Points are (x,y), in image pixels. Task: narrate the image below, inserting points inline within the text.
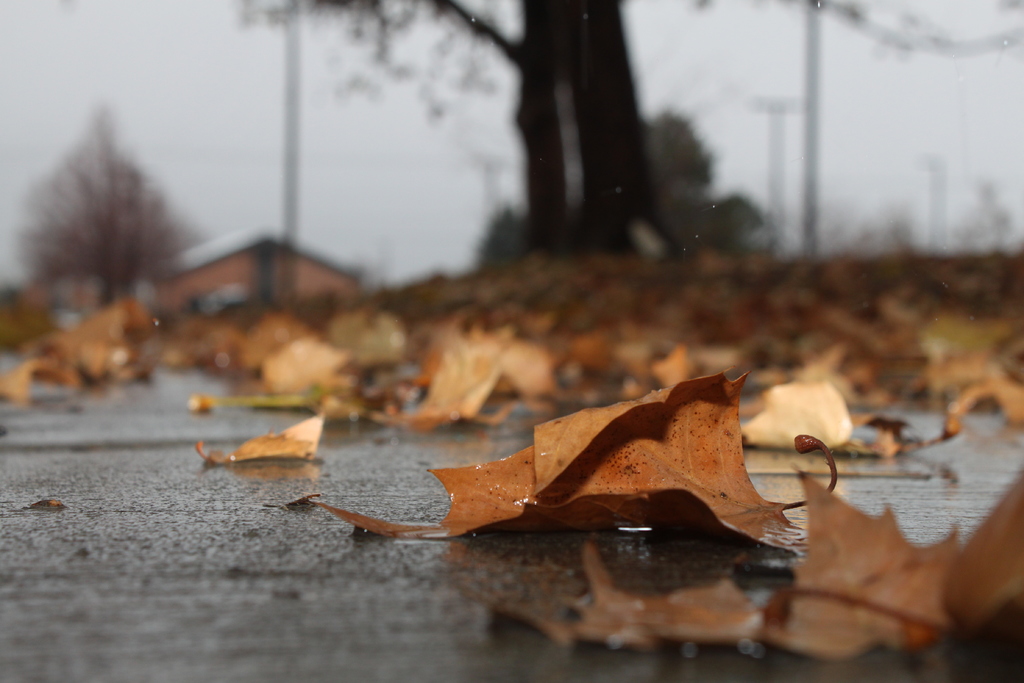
In this picture I can see leaves (467,496) on the road (368,496), there is a house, trees (501,209), and in the background (376,163) there is sky (387,185).
